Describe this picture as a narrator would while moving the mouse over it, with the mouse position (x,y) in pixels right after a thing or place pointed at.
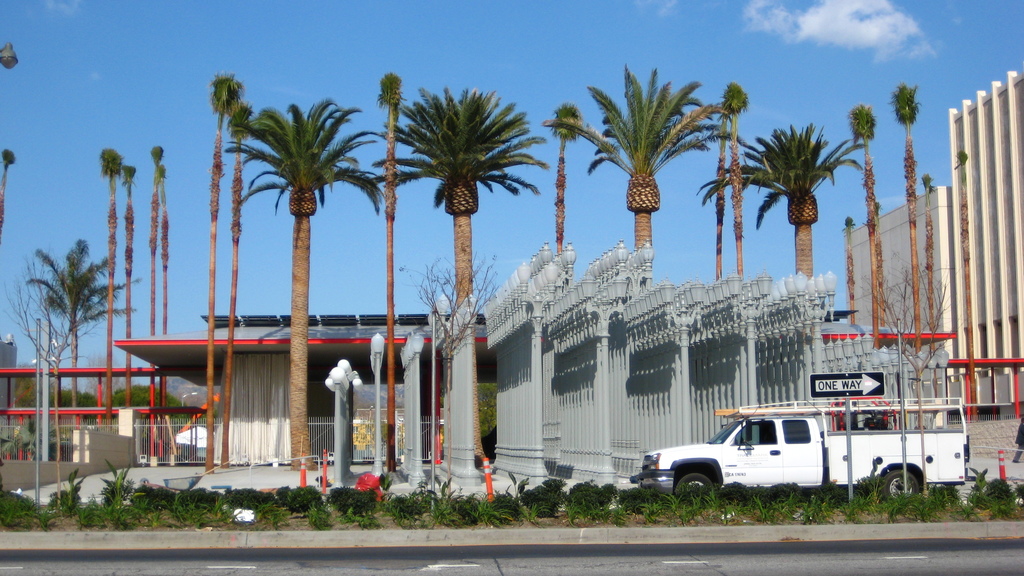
In the center of the image (468,217) we can see the sky (324,63), clouds (851,33), buildings (1021,288), trees (68,279), light poles (671,320) in different sizes, plants (926,507), one vehicle (820,473) and a few other objects (851,463).
